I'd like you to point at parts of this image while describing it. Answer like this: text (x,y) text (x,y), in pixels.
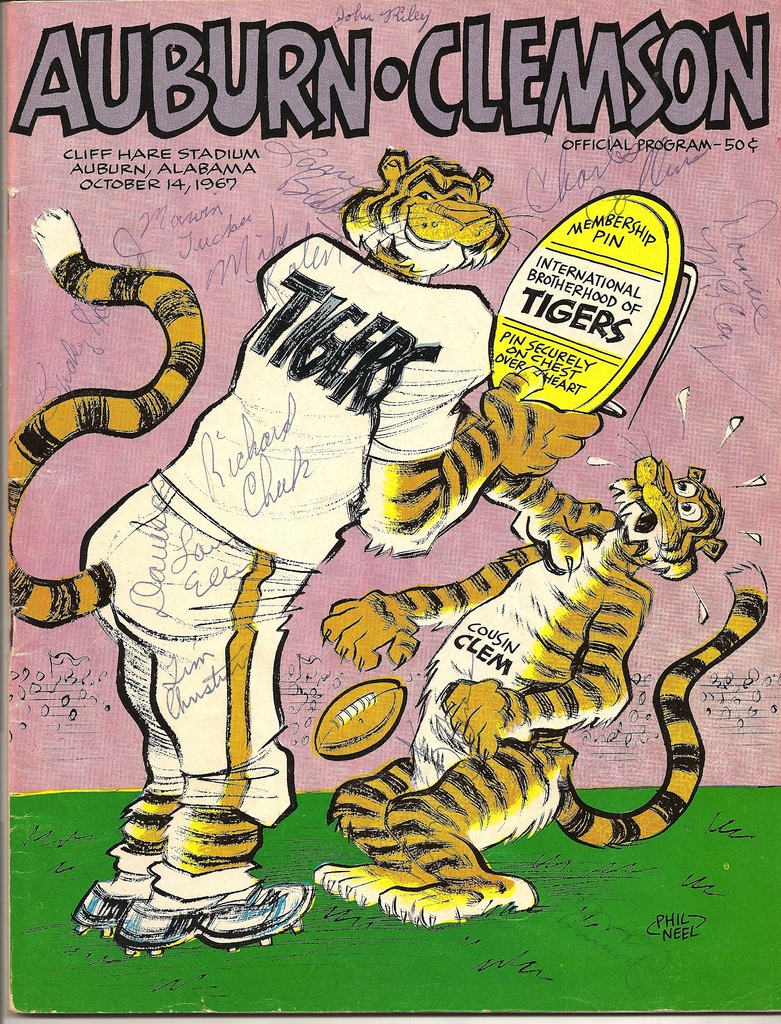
In this image I can see a pamphlet (113,395), in the pamphlet (113,341) I can see two cartoon pictures (291,409), they are in yellow, white and black color, and something written (177,88) on the pamphlet (205,145).
